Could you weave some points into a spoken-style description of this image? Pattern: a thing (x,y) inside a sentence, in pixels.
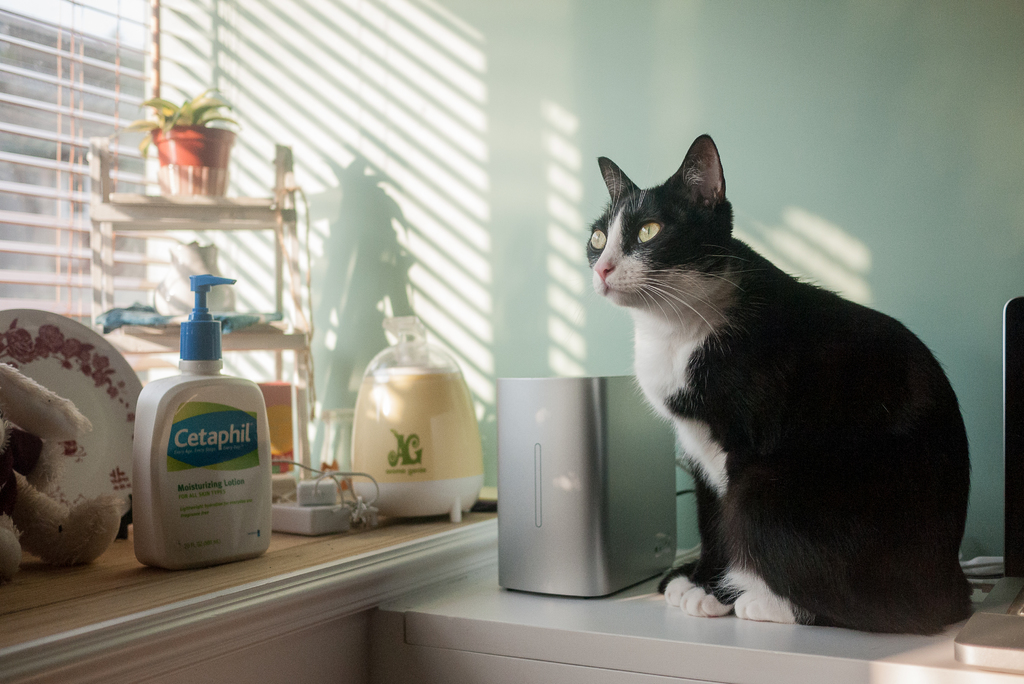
In this image we can see one animal (854,323), beside there is an object (539,504) and on the left (75,372) we can see few objects (56,372) on the desk (247,600), behind there is a plant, window (55,115), we can see the wall (441,241).
